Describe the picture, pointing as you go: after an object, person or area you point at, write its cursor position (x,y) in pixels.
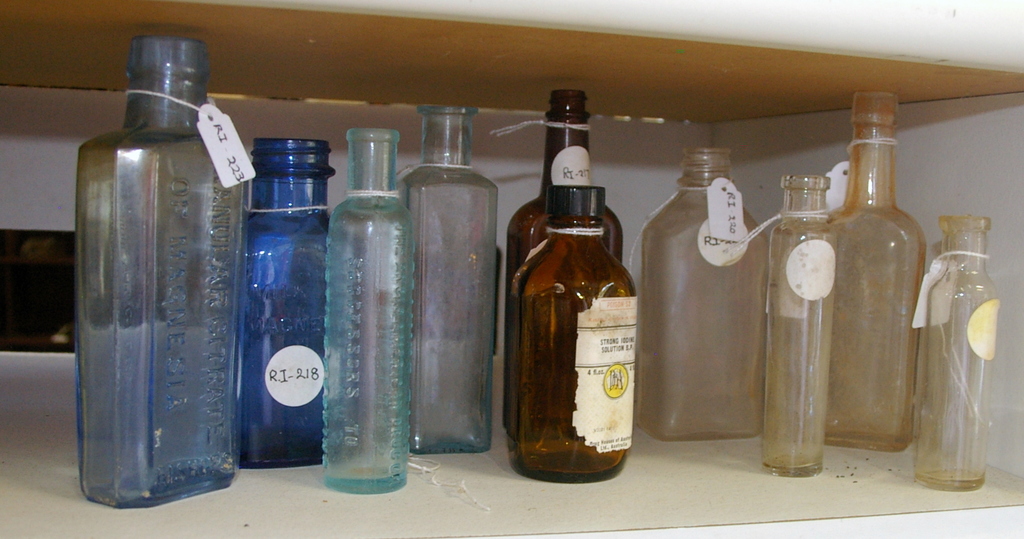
In this image I see lot of bottles (90,423).
